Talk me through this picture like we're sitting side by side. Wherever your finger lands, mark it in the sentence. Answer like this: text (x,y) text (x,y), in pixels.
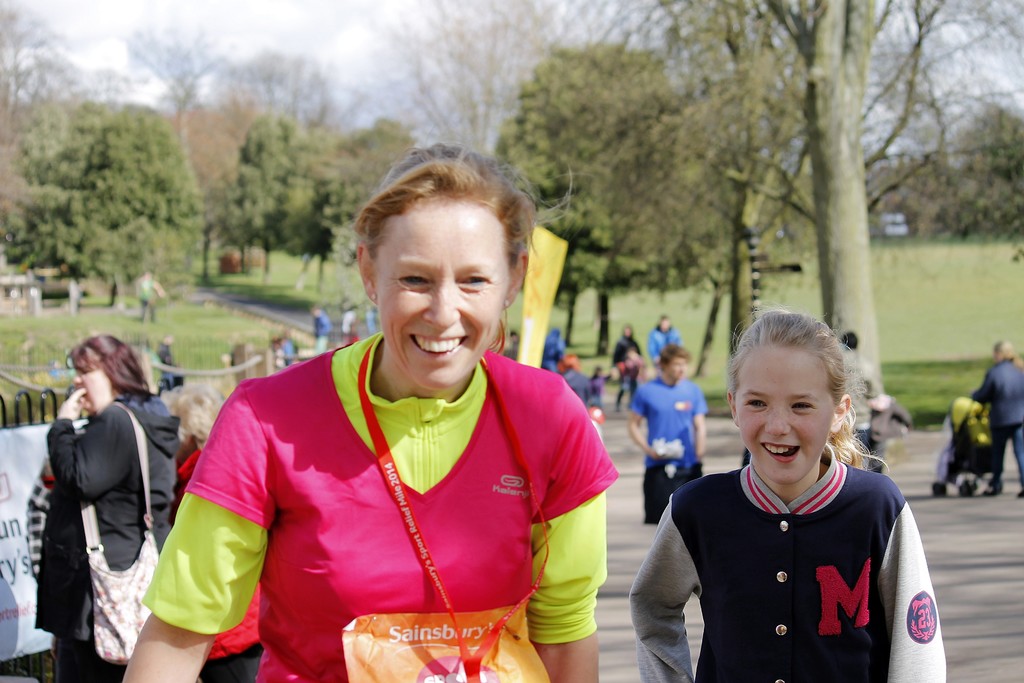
This is an outside view. Here I can see a girl (766,538) and a woman (421,563) are smiling. In the background (660,372) there are many people (661,459) on the ground (642,481). Few (653,472) are standing and few people (632,407) are walking. On the right side (998,395) there is a person (988,379) holding a baby chair (963,445) and walking on the road (972,502). On the left side (100,475) there is a woman (99,479) wearing a bag (118,612) standing facing towards the left side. In front of this woman (66,449) there is a banner (27,527) attached to a railing (33,414). In the background (653,162) there are many trees (690,193) and also I can see the grass (923,307) on the ground (919,306). At the top of the image (121,18) I can see the sky (52,24).
